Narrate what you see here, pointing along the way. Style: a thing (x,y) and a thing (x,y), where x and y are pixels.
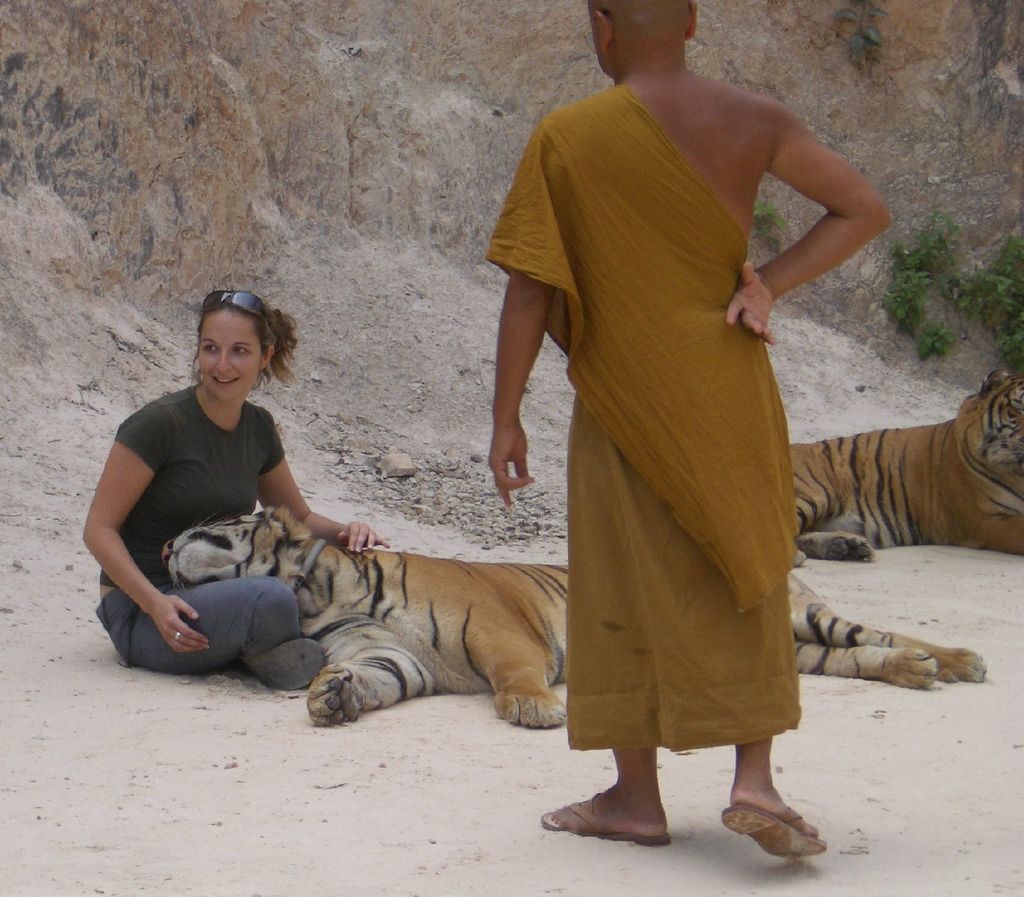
In this image we can see there is a person (220,374) sitting on the ground (914,580) and another person (633,170) is standing. And there are animals (494,629). At the back (559,101) there is a rock (788,66) and plants (928,253).
